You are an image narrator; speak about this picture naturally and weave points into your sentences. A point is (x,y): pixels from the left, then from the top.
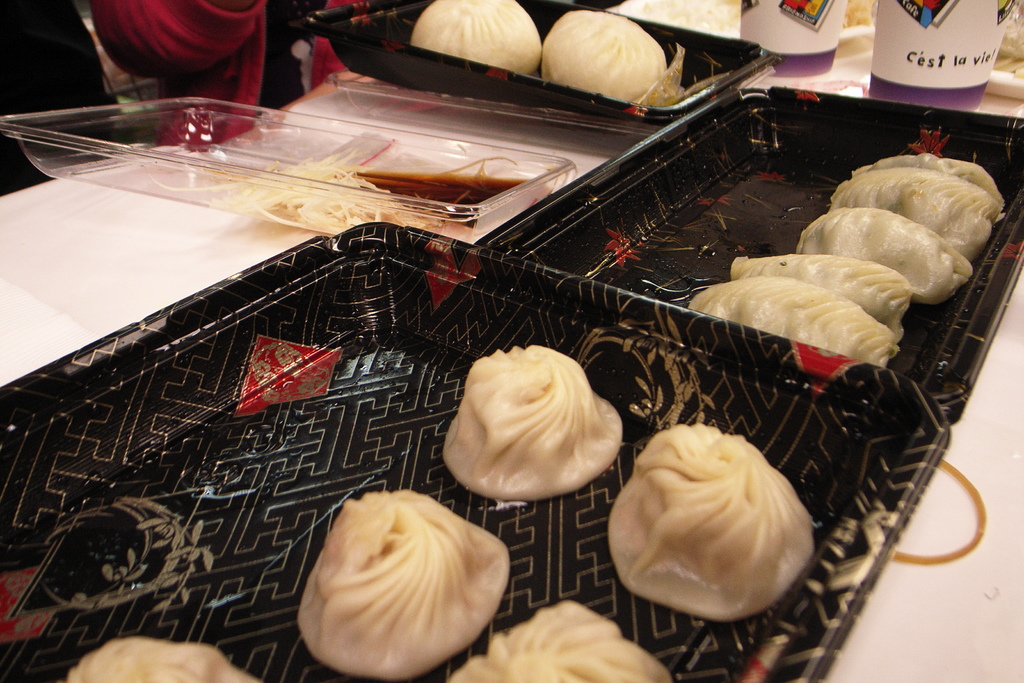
In this image we can see some food items (983,191) are kept on black color trays (671,168). Also, we can see cups (951,97) are placed on the white color surface (22,259).
